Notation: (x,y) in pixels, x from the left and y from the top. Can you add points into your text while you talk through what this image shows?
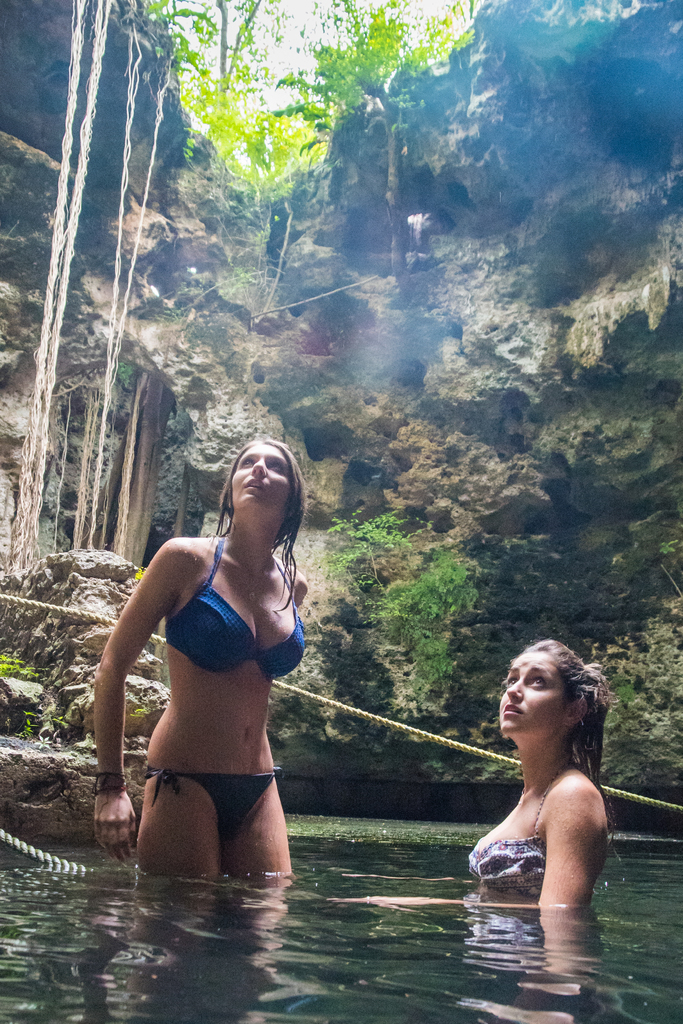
In this picture we can see two women (233,812) in the water (455,864), here we can see ropes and in the background (430,809) we can see rocks (431,784), trees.
